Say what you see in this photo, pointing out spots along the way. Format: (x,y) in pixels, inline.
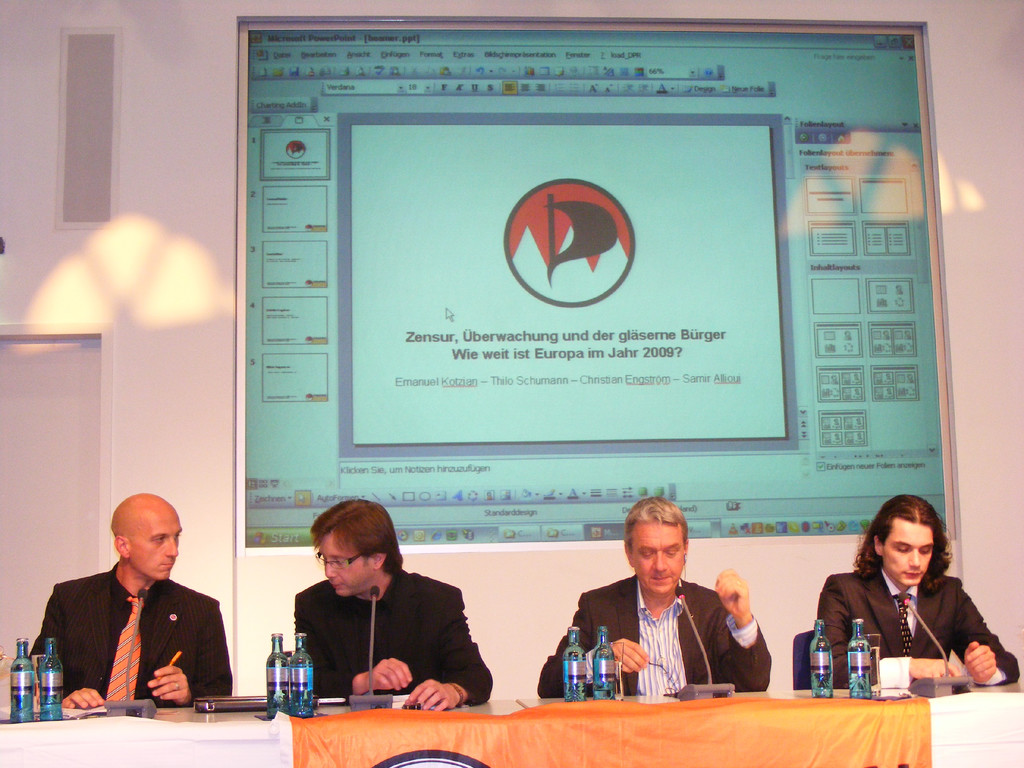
This image consists of four persons (65,667) sitting in the chairs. In front of them, there is a table (0,763) on which there are bottles (17,700) and mic stands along with a laptop (249,709). In the background (432,286), we can see a projector screen (390,187) and a wall (92,300). On the left (90,417), there is a door (82,447).
